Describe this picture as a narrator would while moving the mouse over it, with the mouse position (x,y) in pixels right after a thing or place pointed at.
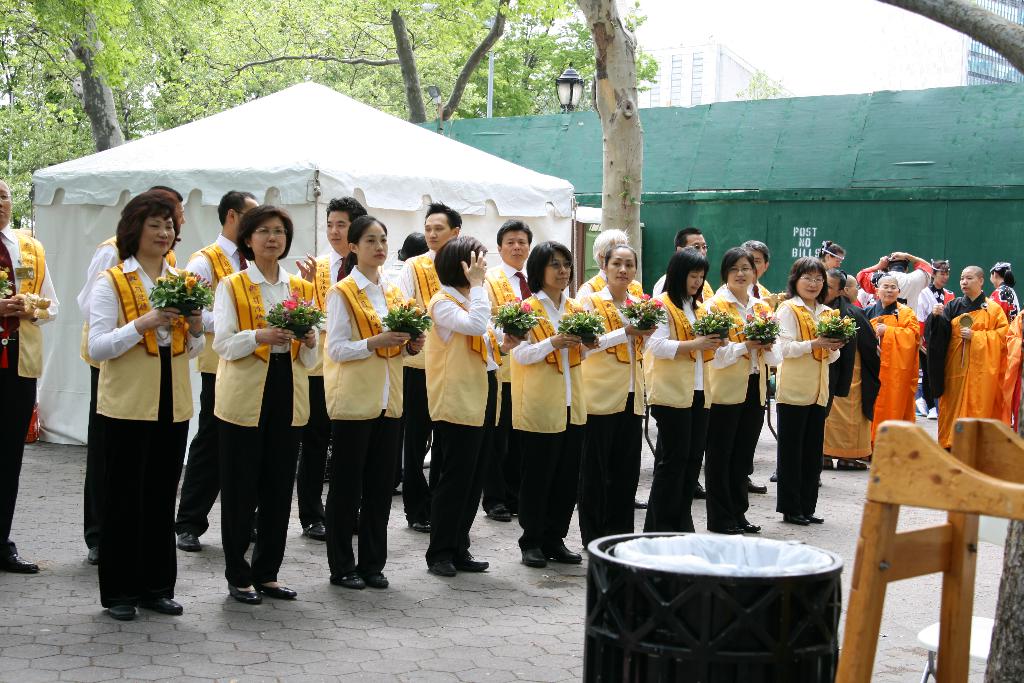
There are few women (396,434) standing on the floor (391,515) in the first row by holding a bouquet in their hands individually and behind there are few men (23,243) standing on the floor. In the background (382,163) there are tents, buildings (666,62), trees (617,171), light pole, on the right (861,298) there are few people (903,301) standing and sky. At the bottom (739,601) there is a dustbin (805,593) and a wooden object (889,555).
